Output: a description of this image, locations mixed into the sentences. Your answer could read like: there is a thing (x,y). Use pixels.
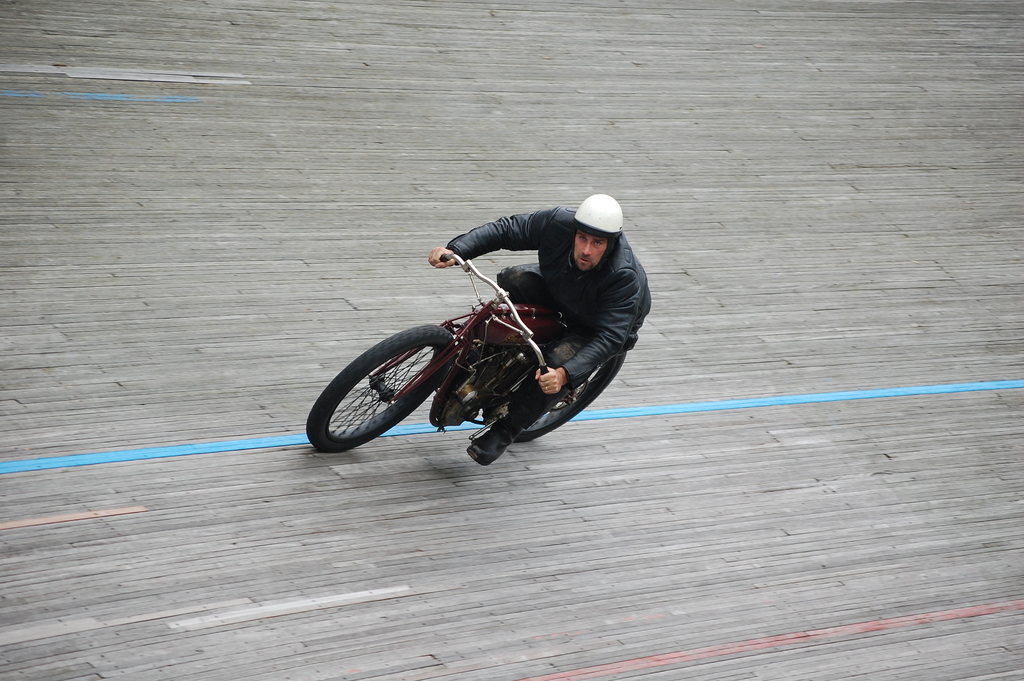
In this image I can see a man (553,376) is sitting on a vehicle (501,325). The man (565,289) is wearing a jacket (590,278) and a white color helmet (593,212).
